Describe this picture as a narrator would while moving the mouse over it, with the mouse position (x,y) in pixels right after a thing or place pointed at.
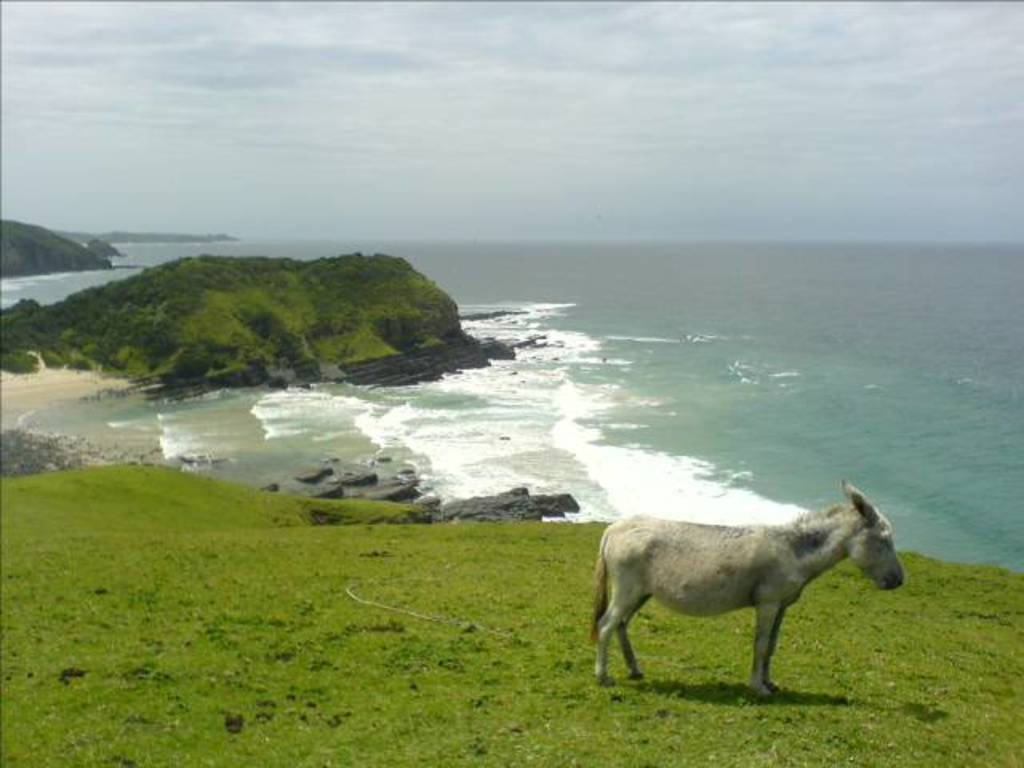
In the foreground (588,527) I can see a donkey (722,566) on grass (498,531) and trees (332,308). In the background (337,308) I can see mountains (329,317), water (785,260) and the sky (829,54). This image is taken may be near the ocean (956,434).
